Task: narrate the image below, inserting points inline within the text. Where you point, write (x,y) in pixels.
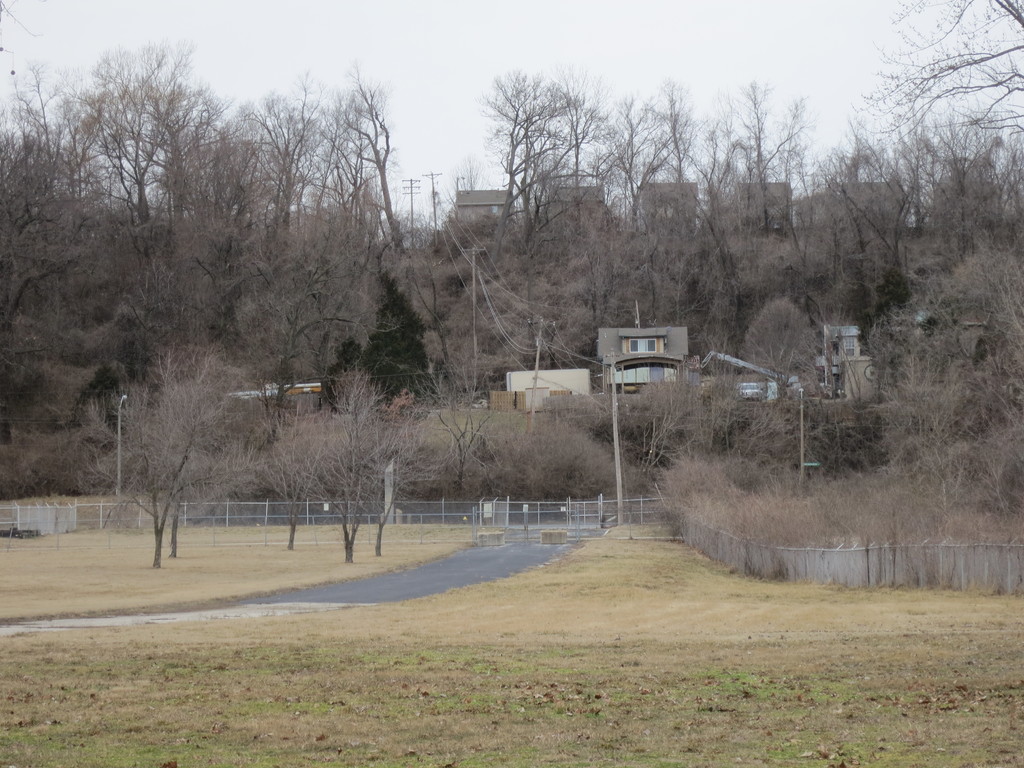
In this image we can see some trees (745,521), road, fence (556,527), lights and other objects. In the background of the image (613,333) there are some trees (607,242), houses (650,210), poles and other objects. At the top of the image (382,80) there is the sky (489,52). At the bottom of the image (492,665) there is the ground (503,618).
